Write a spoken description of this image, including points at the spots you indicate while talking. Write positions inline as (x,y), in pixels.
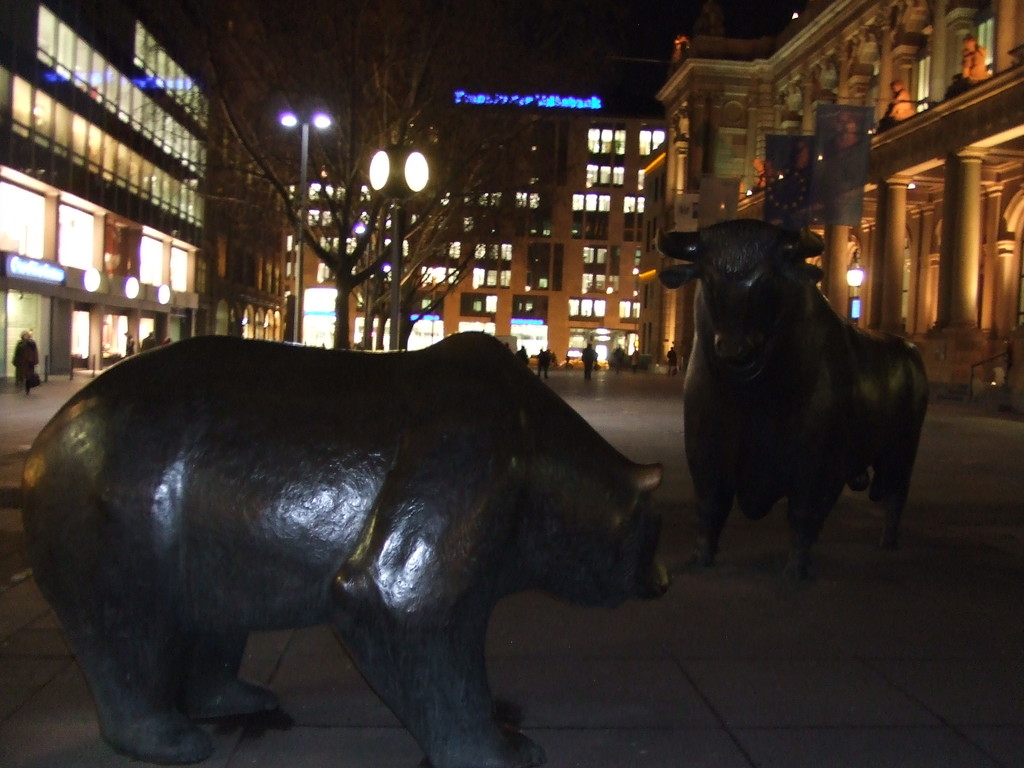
In this image in front (442,399) there are two statues (481,365). Behind them there are people (31,342) walking on the road (652,417). In the background of the image (619,230) there are buildings (505,111), trees (309,164) and lights (418,178).
